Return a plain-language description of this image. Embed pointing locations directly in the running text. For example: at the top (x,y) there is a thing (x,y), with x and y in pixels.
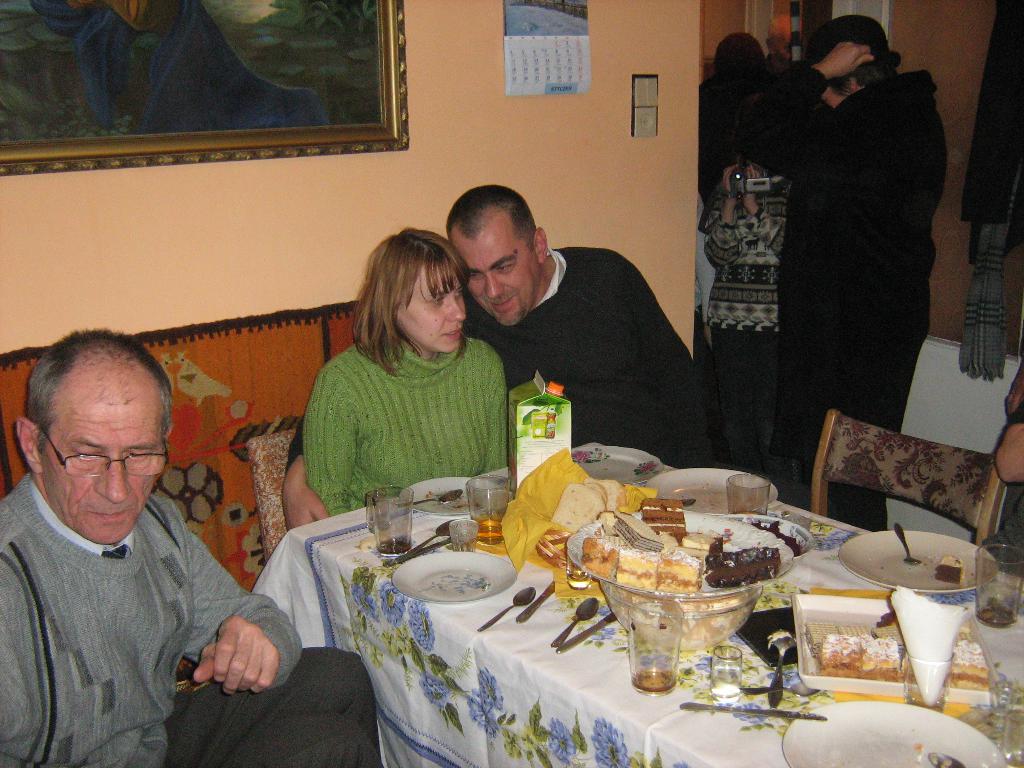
In the middle of the image (451,389) one man (557,352) and one women (411,404) are sitting on the sofa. On the left side of the image (114,665) there is a man (114,661) sitting. On the right side of the image (806,583) there is a table (545,688) covered with a white cloth (554,711). There are some plates (423,585), glasses (408,535), spoons (443,528) and some food items (670,571), some boxes (811,624) are placed on it. There is a chair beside the table (814,570). On the top right of the image (867,195) There is a person (827,203) wearing black jacket (826,201). Beside this person (812,169) there is a woman (744,238) holding camera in her hands (725,200). In the background (521,150) I can see a wall (505,126). On the top left of the image (257,69) there is a frame (246,73) attached to the wall (166,242).
